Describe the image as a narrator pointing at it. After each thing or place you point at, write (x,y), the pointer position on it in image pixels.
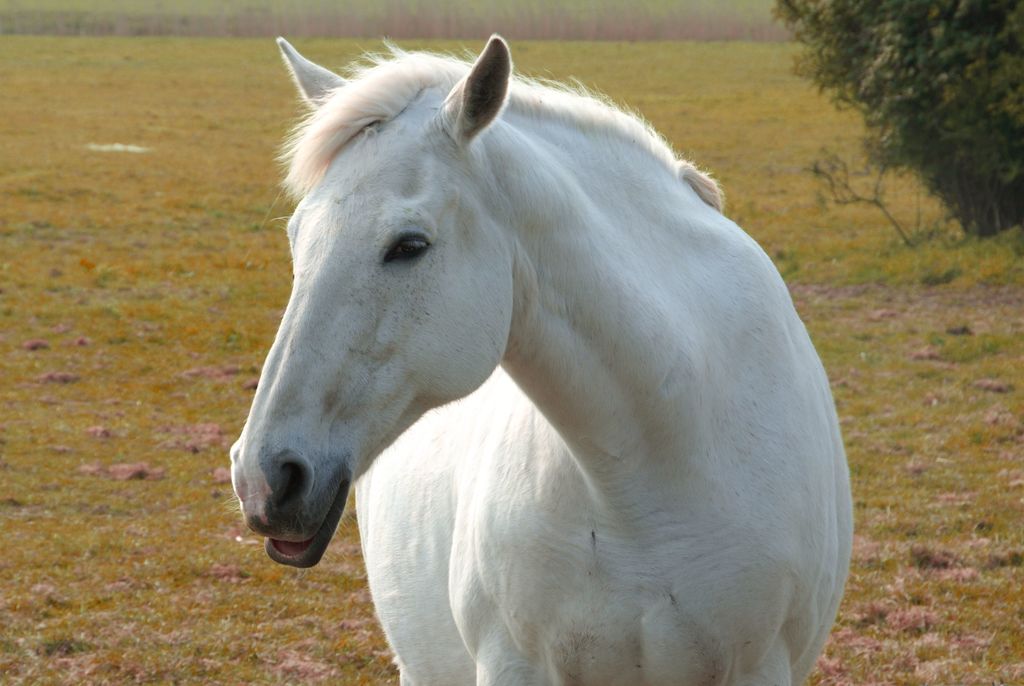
In this image I can see a horse (666,411) which is white in color is standing in a field (30,141). I can see some grass (96,242) on the ground (76,146) and a tree (859,109) which is green in color.
